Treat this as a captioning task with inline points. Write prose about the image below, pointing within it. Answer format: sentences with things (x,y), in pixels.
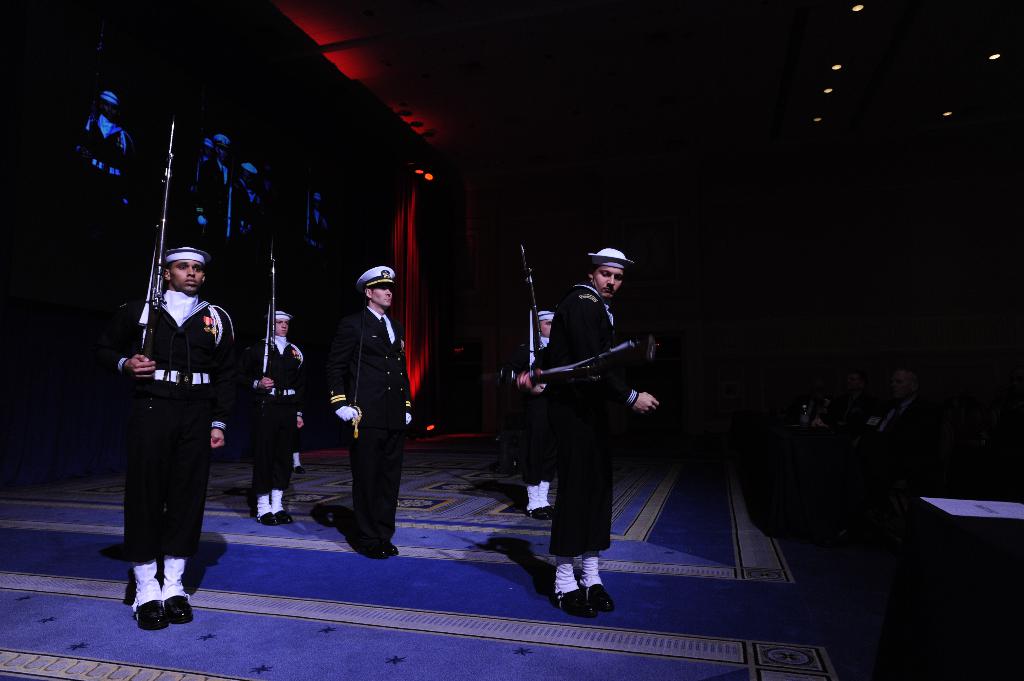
This image consists of some persons (587,333). They are wearing same dress (184,383). They are holding guns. There are lights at the top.
